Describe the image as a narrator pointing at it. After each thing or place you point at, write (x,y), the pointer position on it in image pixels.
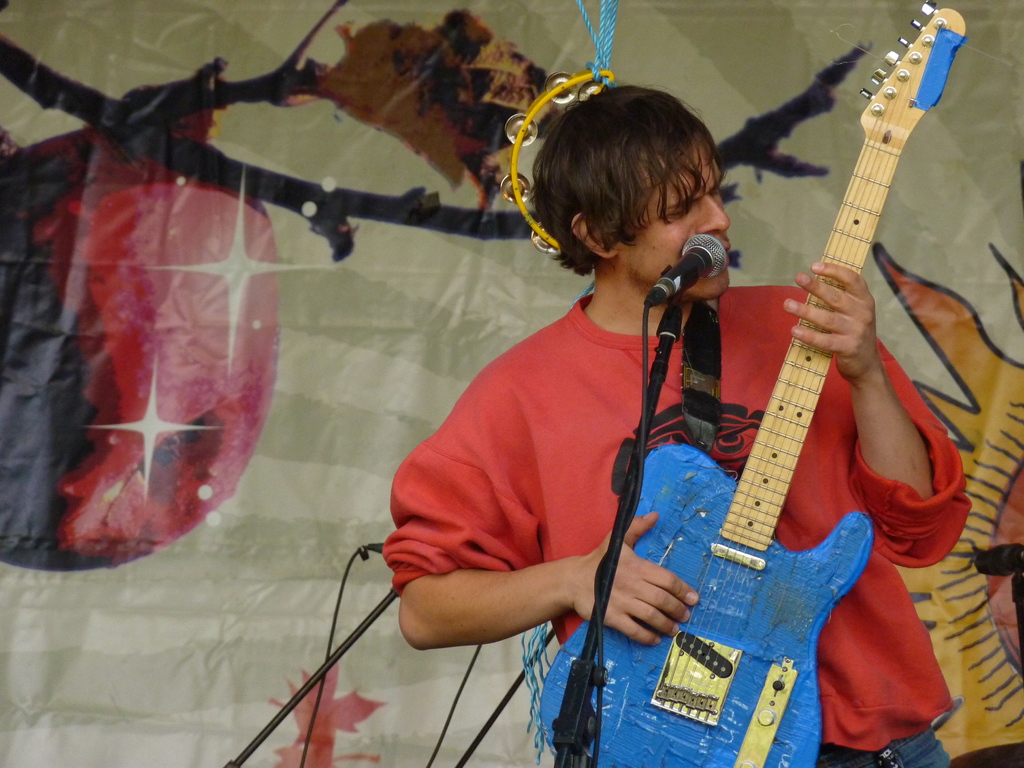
This person (704,174) standing and holding guitar (737,588) and singing. On the background (373,37) we can see banner (480,110) and musical instrument (561,102). There is a microphones (701,271) with stand (231,767).
